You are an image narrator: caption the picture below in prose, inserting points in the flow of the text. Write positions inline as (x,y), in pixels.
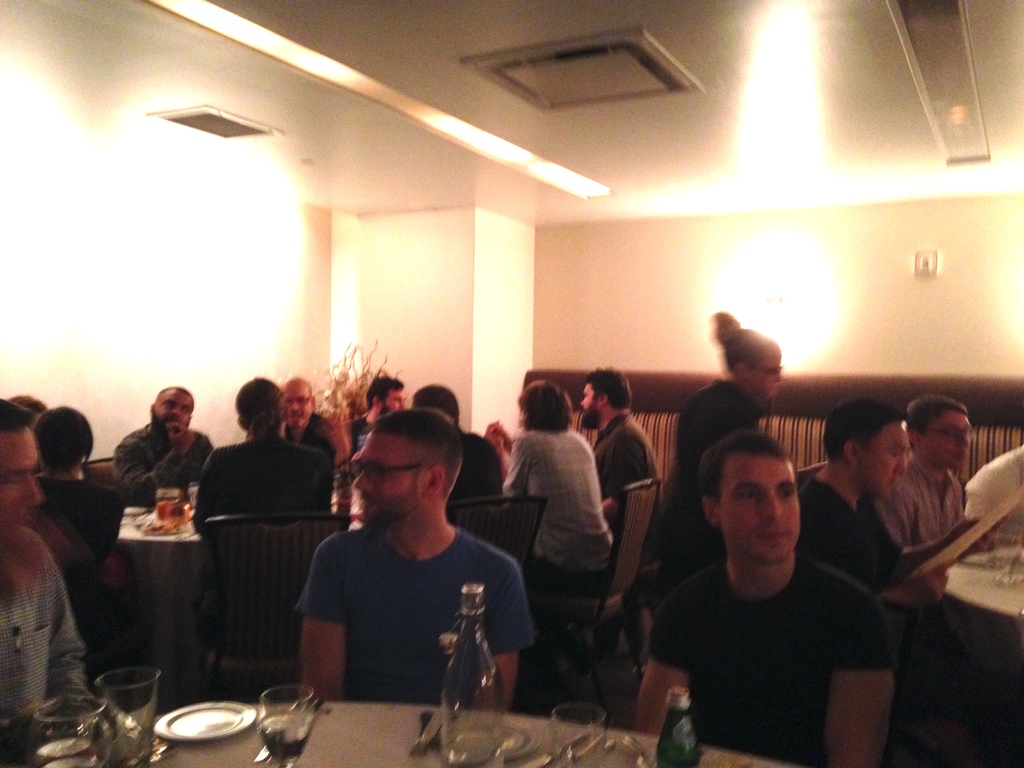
In this picture, we can see a dining room (551,432). So many peoples (618,439) are sat on the dark color chairs (629,541). The bottom of the image (352,712), we can see dining table (369,733). On top of it, glass (276,712), bottle (479,706), plate (208,715) we can see. The background, we can see white color wall (467,275). At roof (445,85), we can see lights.
